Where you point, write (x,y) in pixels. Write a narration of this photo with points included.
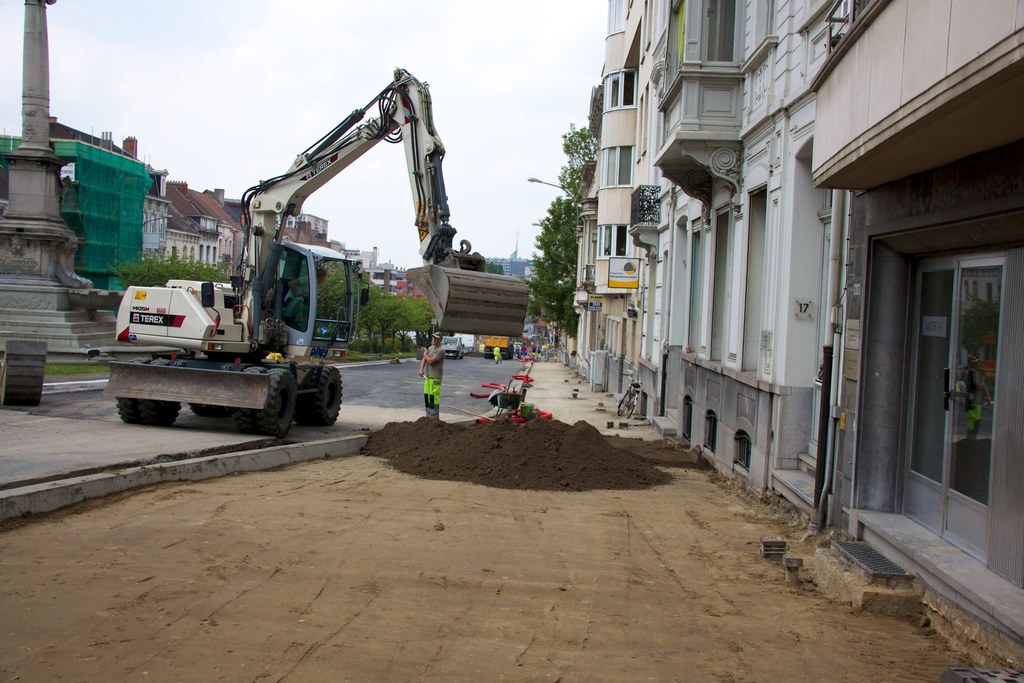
In this image I can see a road (397,393) in the centre (453,391) and on it I can see number of vehicles (462,354), few red colour things (533,360) and few people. On the both sides of the image I can see number of buildings (808,285), number of trees (539,302) and on the right side of the image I can see a bicycle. I can also see black soil (576,434) on the ground (483,503).
